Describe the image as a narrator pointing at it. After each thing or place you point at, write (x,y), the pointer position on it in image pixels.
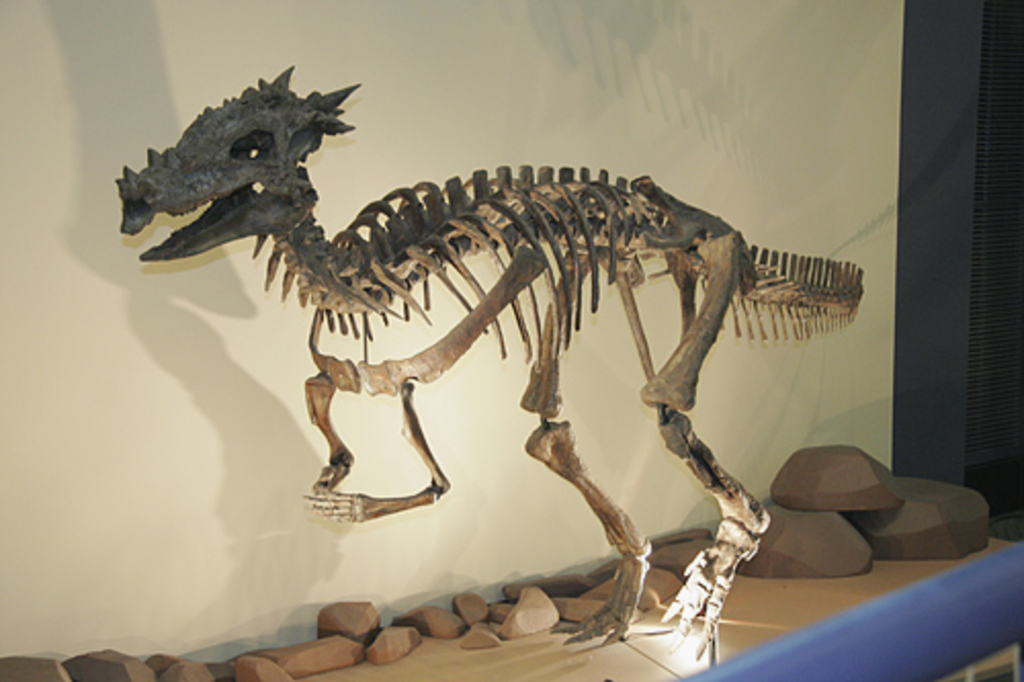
In the center of the image (344,241) we can see a skeleton (305,199) of an animal (560,406). At the bottom (882,519) there are rocks (865,534). In the background (730,140) there is a wall (482,100).
